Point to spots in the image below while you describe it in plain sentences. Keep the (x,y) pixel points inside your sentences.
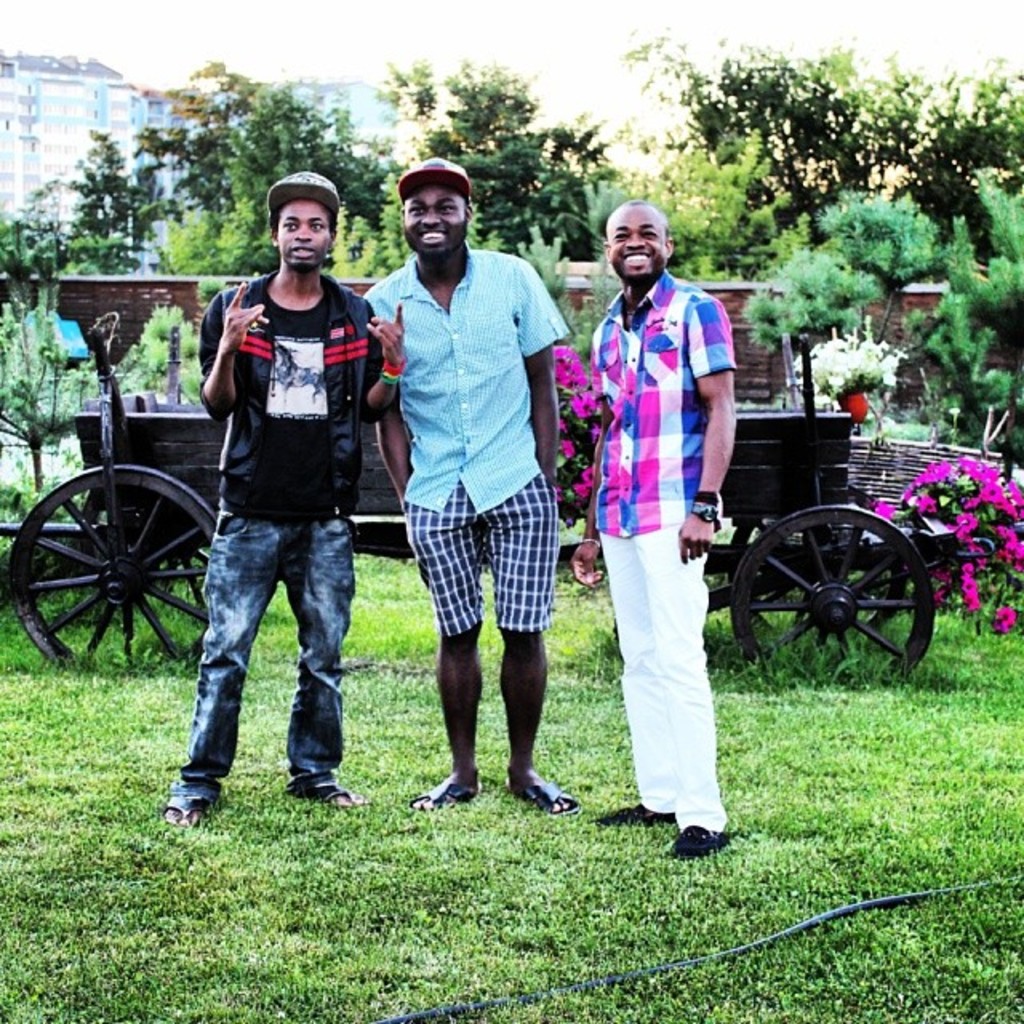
In this image we can see three persons (490,493) standing on the grass (480,868) and there is a vehicle (754,496) with some flowers (590,393) behind them and there are few trees (44,361), wall (178,290), buildings (22,157) and the sky (734,58) in the background (879,58).
